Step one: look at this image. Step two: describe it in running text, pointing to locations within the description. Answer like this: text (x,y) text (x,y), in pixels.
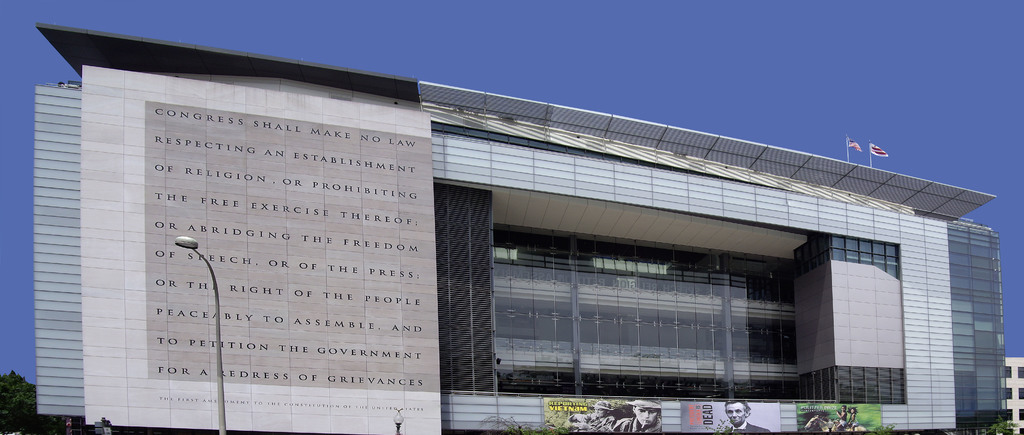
In this image I can see a building (247,235) in the centre (599,207) and in the front of it I can see few posts (622,407), few trees (1010,434), few poles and few lights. I can also see a tree (7,429) on the left side (5,385) and on the right side (1014,365) I can see one more building (1012,382). On the top of this image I can see few flags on the building (886,183) and in the background (624,57) I can see the sky (773,79). I can also see something is written on the left side of the building (443,208).
